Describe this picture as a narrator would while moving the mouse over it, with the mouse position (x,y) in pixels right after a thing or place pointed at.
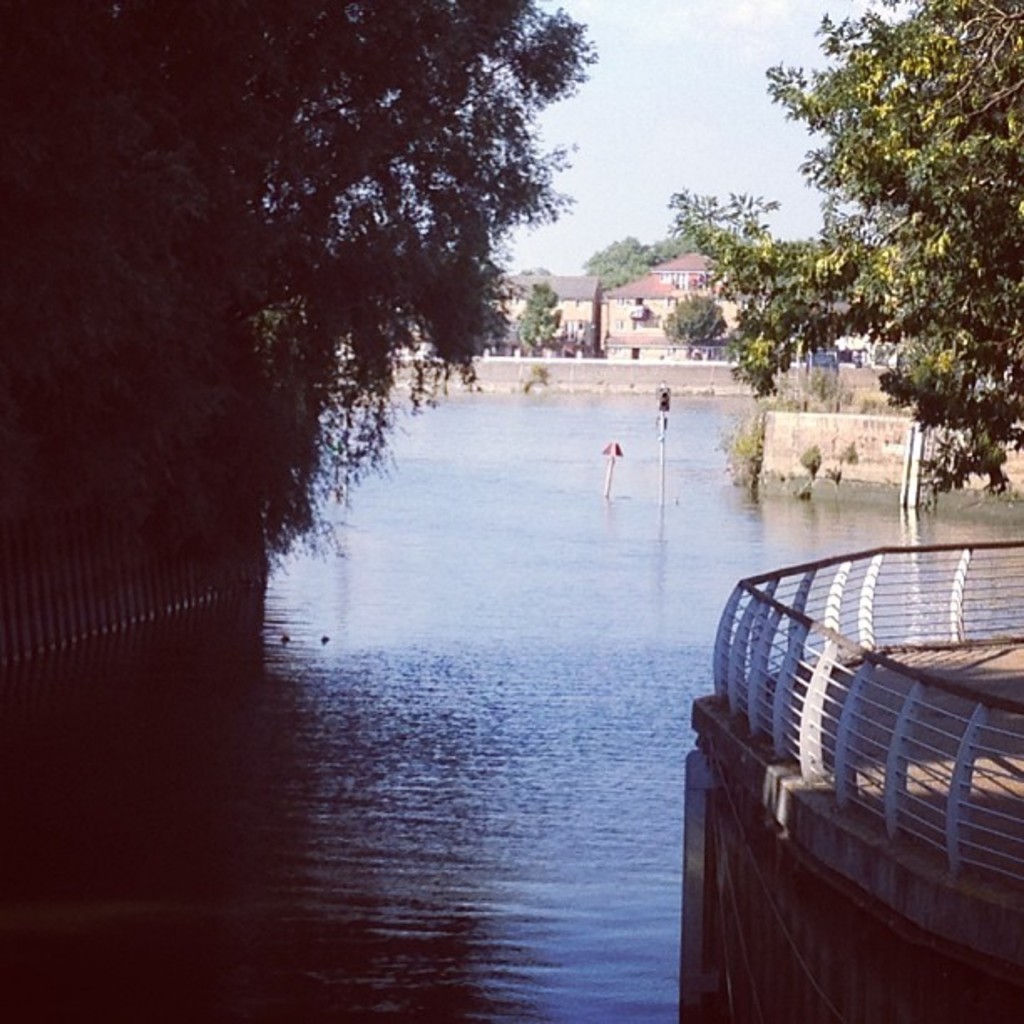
In this image I can see a building (599,330) and a wall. And in front there is a water (668,438) and a pole (665,420). There are trees (477,232) and a fencing rod (851,656). And at the top (716,143) there is a sky (727,156).
